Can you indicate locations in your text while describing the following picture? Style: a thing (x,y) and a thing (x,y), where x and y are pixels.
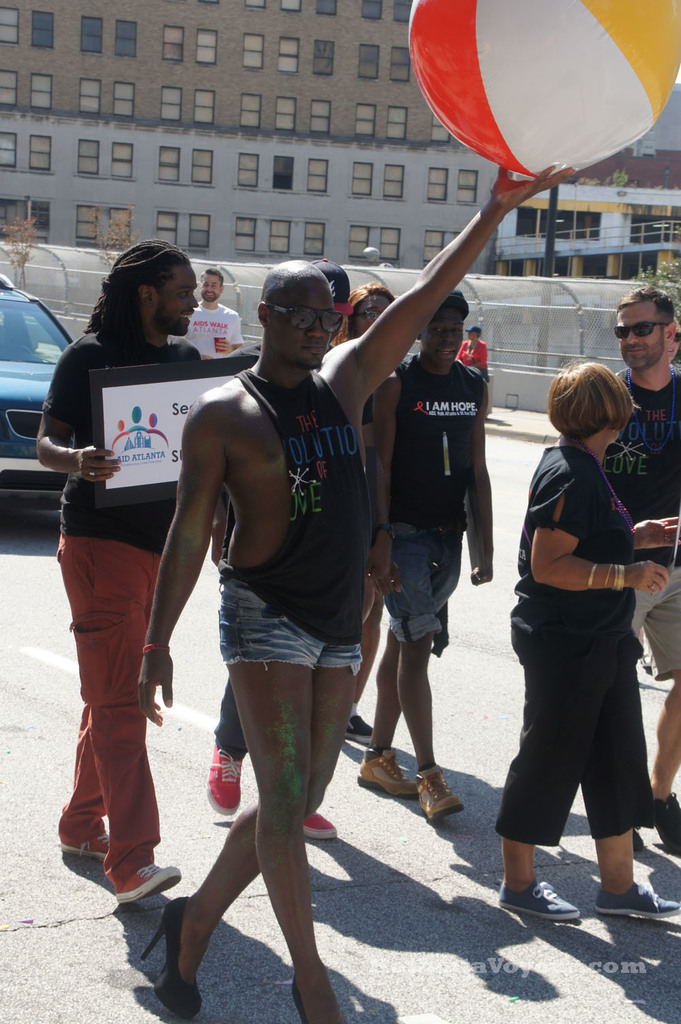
This picture is clicked outside on the road (544,961). In the foreground (513,671) we can see the group of people (272,412) walking on the ground (453,742) and there is a person (298,390) wearing black color t-shirt (329,421), holding a ball (493,140) and walking on the ground (213,569), behind him there is another person (129,308) wearing black color t-shirt (106,354) holding a board (129,412) and walking on the ground (44,594). In the background (130,105) there is a building (197,112), a person (207,274) and a vehicle (18,413) seems to be parked on the ground (47,569).
